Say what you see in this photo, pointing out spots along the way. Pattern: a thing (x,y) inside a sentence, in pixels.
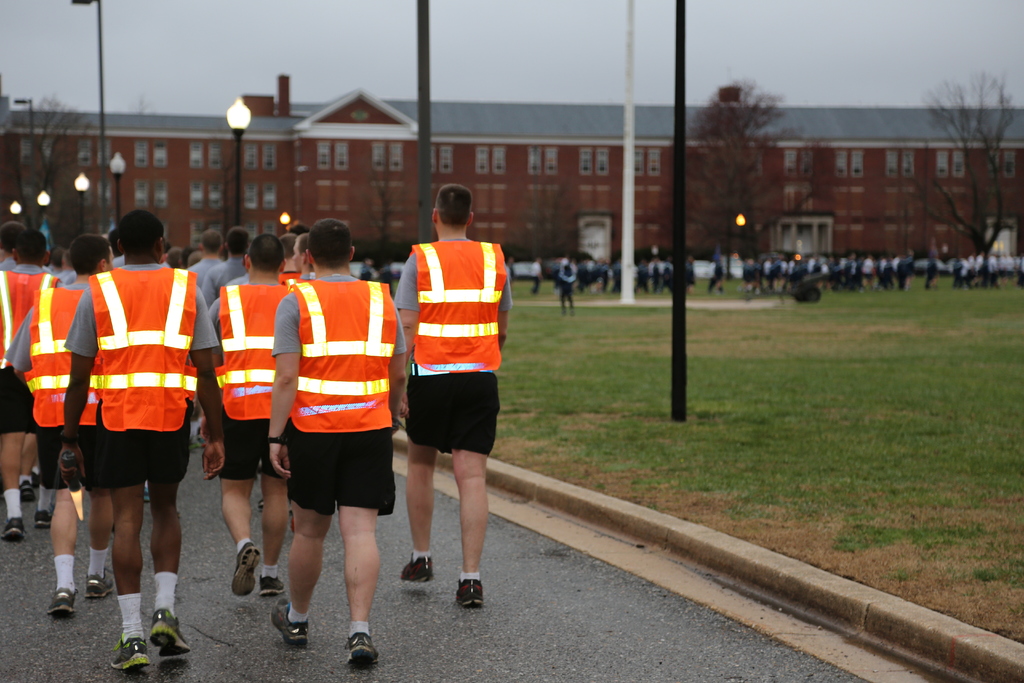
In this image I can see the group of people (308,453) with aprons (327,409) and the ash and black color dresses (185,429). These people (165,397) are walking on the road (408,588). To the side of the road (340,586) I can see the light poles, the group of people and many trees (547,253). In the background (230,158) I can see the buildings (443,147) and the sky (354,61).
